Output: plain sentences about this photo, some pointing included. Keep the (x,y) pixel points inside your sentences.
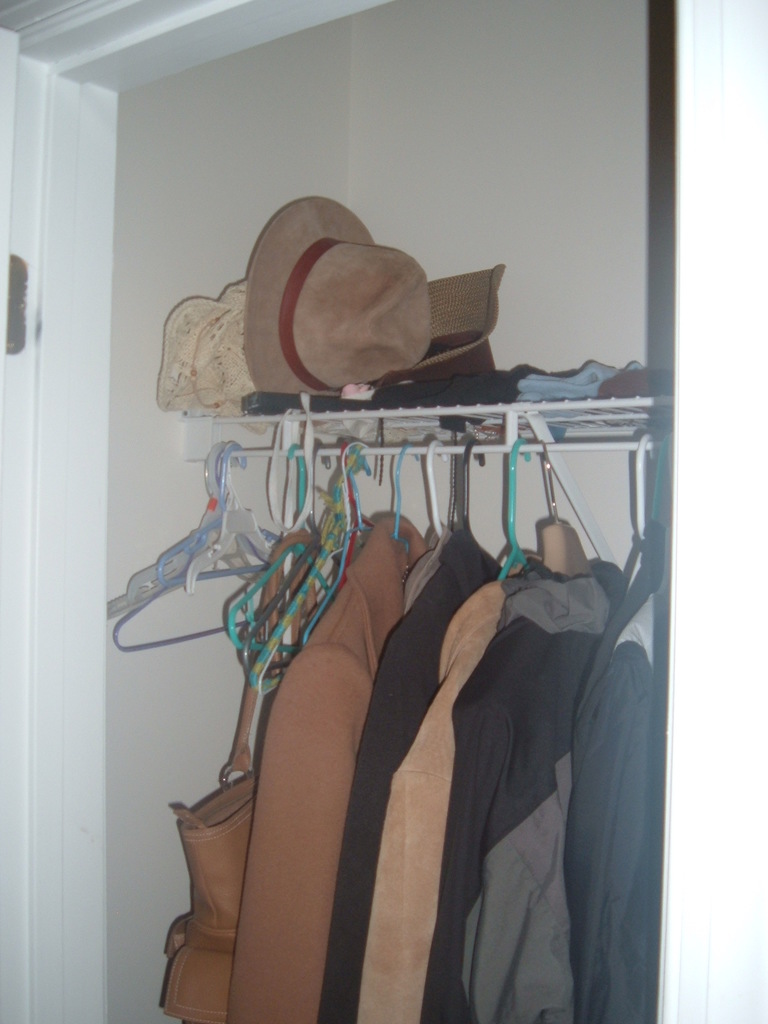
Here we can see clothes (554,836), hangers (276,469), bag (173,1004), and hats (495,319). There is a white background (370,483).
